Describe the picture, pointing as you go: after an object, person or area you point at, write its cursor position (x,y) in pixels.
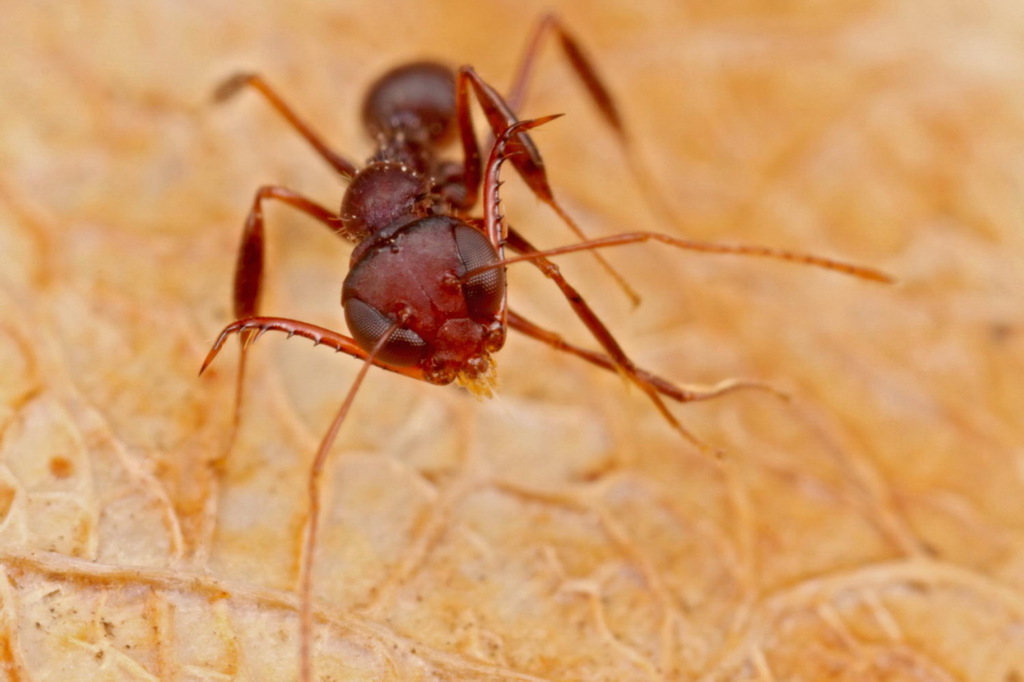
In this picture we can see red color ant (421,215) which is on the yellow color leaf (675,527).
